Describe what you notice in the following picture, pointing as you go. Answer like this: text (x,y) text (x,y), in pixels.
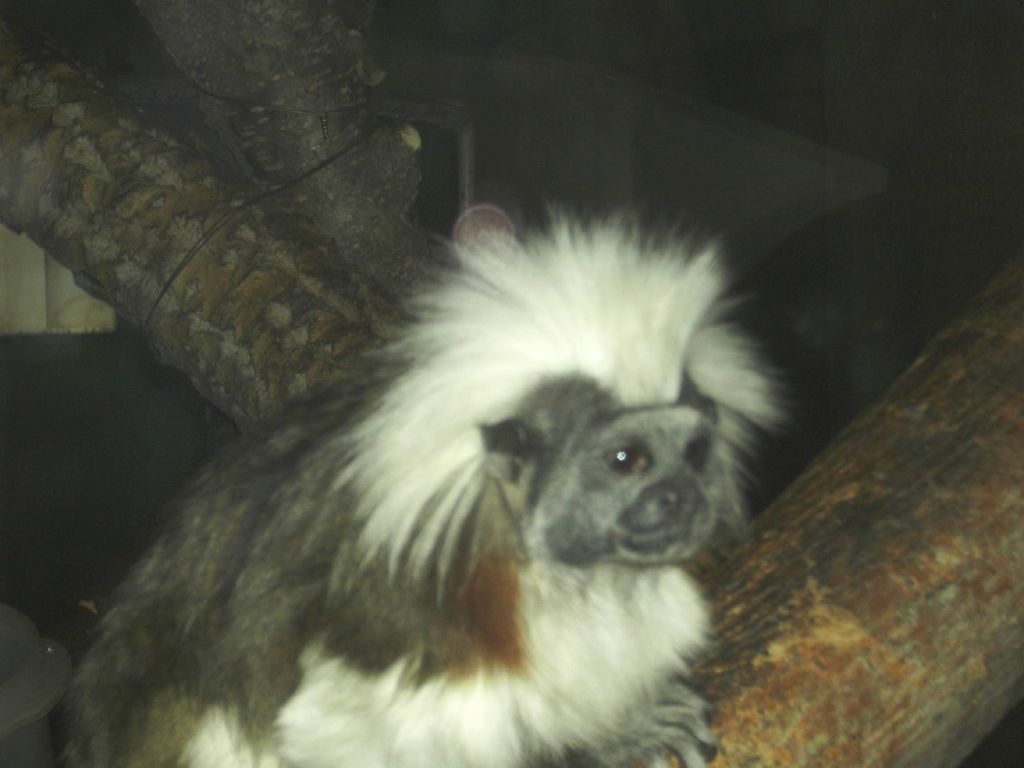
In this picture we can see a marmoset (622,651) in the front (561,652), there is a dark background (911,103), it looks like a branch (188,222) of a tree (250,176) on the left side (189,189).
